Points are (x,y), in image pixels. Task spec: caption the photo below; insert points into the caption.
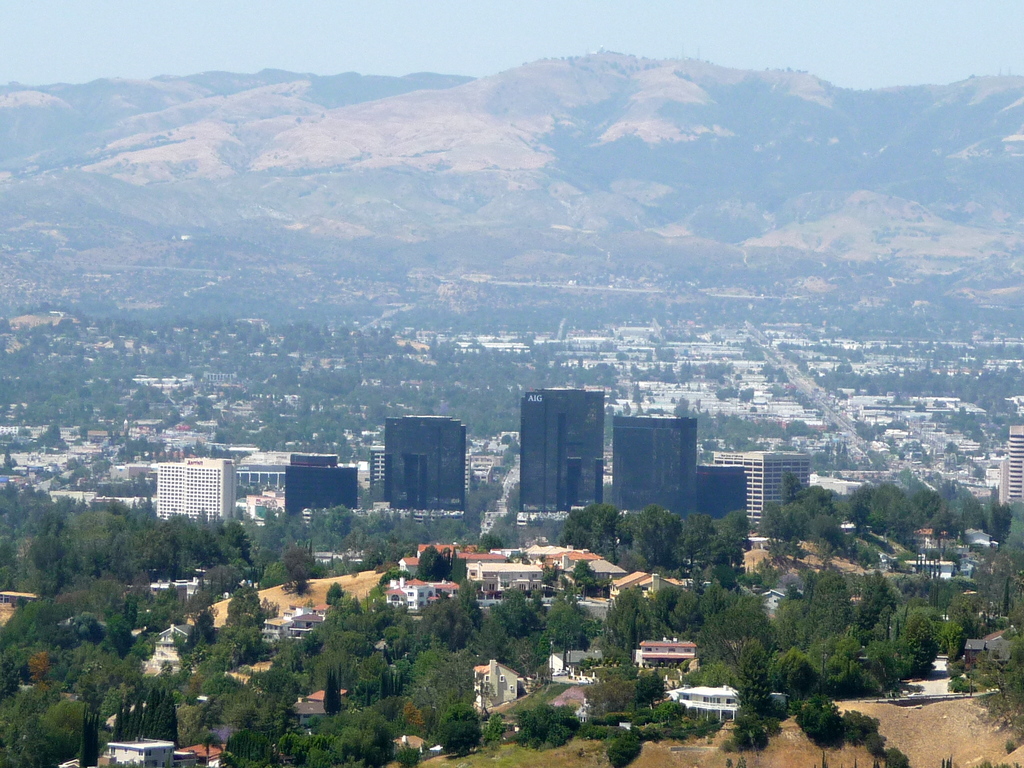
In the image there are many buildings (441,438) and trees (478,643). In the background (407,155) there are hills (384,132). At the top of the image (454,53) there is sky (724,40).
